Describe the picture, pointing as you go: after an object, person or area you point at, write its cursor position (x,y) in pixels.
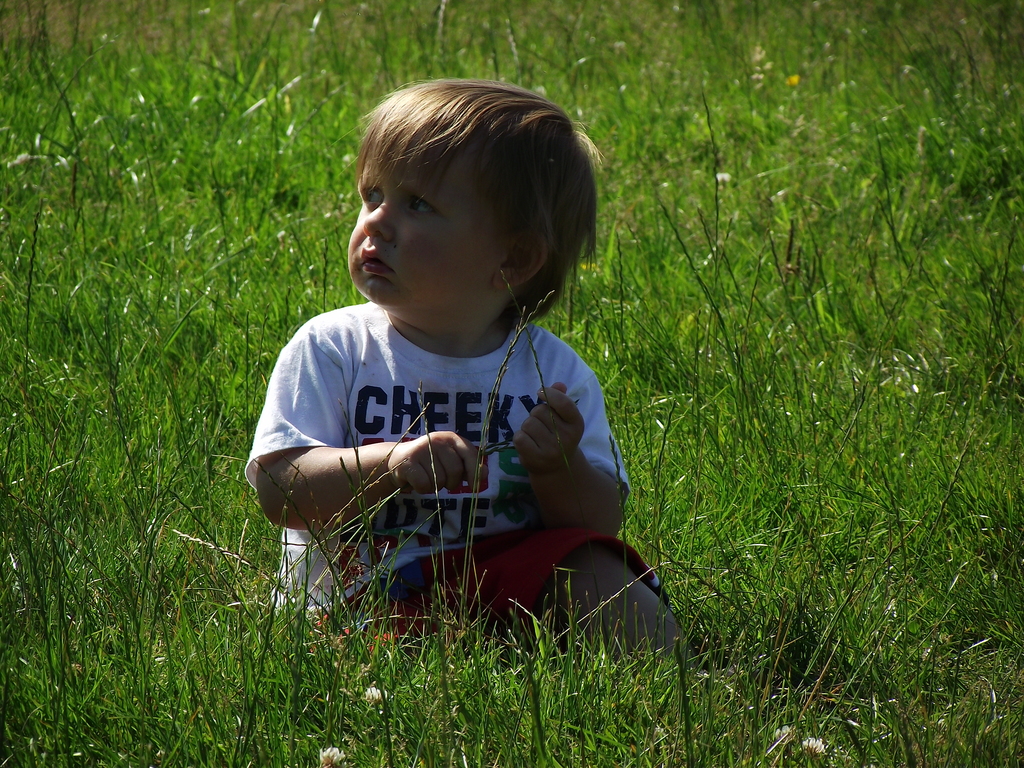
In this image, we can see a kid (341,440) sitting and in the background (770,242), there is grass (765,423).
